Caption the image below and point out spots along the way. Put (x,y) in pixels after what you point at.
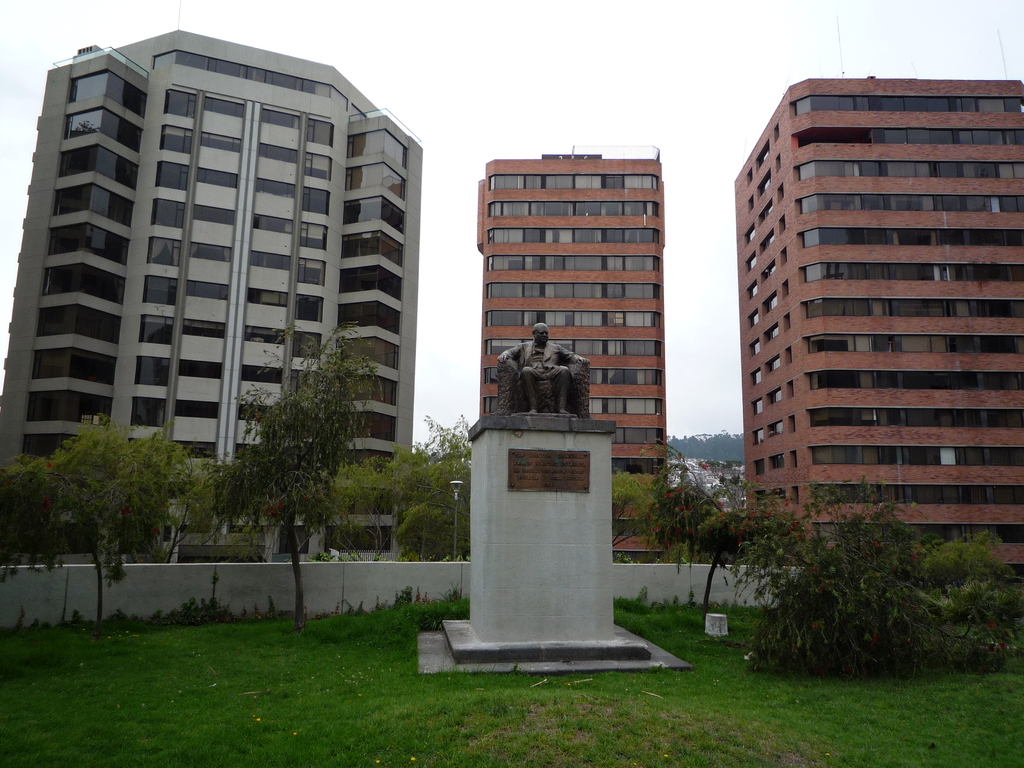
In this image we can see a statue (549,390), there are some trees (451,527), grass (741,657), buildings (143,401) and the wall (243,590), in the background (611,37), we can see the sky (623,35).
